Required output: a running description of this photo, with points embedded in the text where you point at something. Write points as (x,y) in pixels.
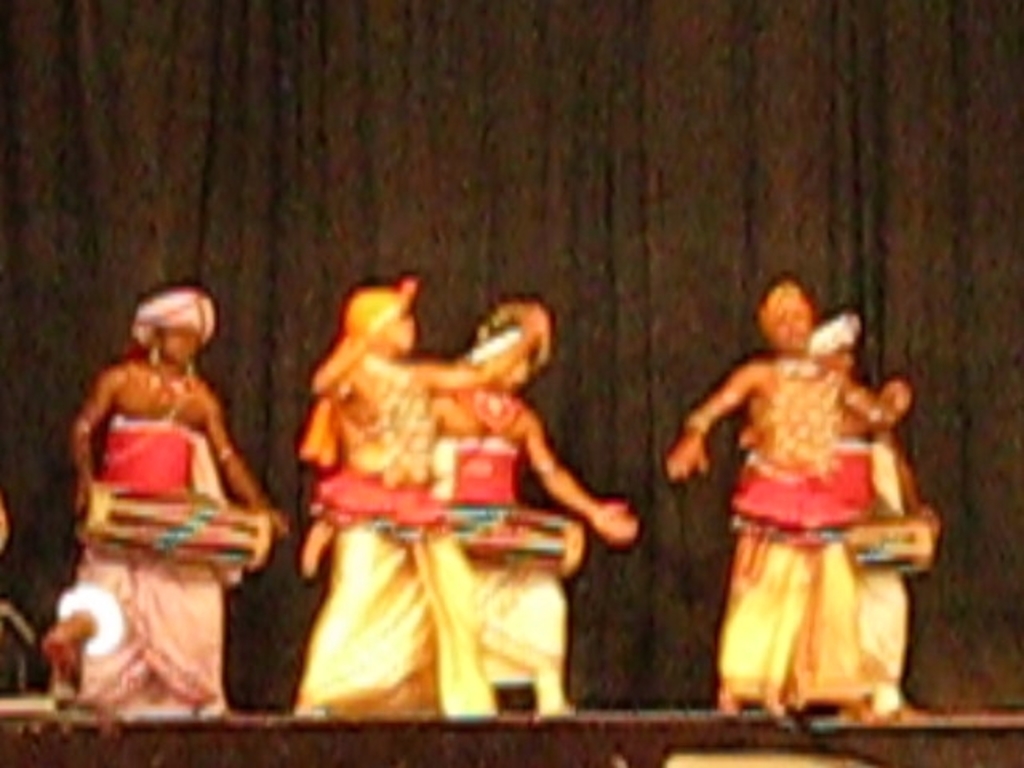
In the picture we can see some people (112,655) are standing on the stage (968,756) and playing the musical instruments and behind them we can see a black color curtain (484,253).
